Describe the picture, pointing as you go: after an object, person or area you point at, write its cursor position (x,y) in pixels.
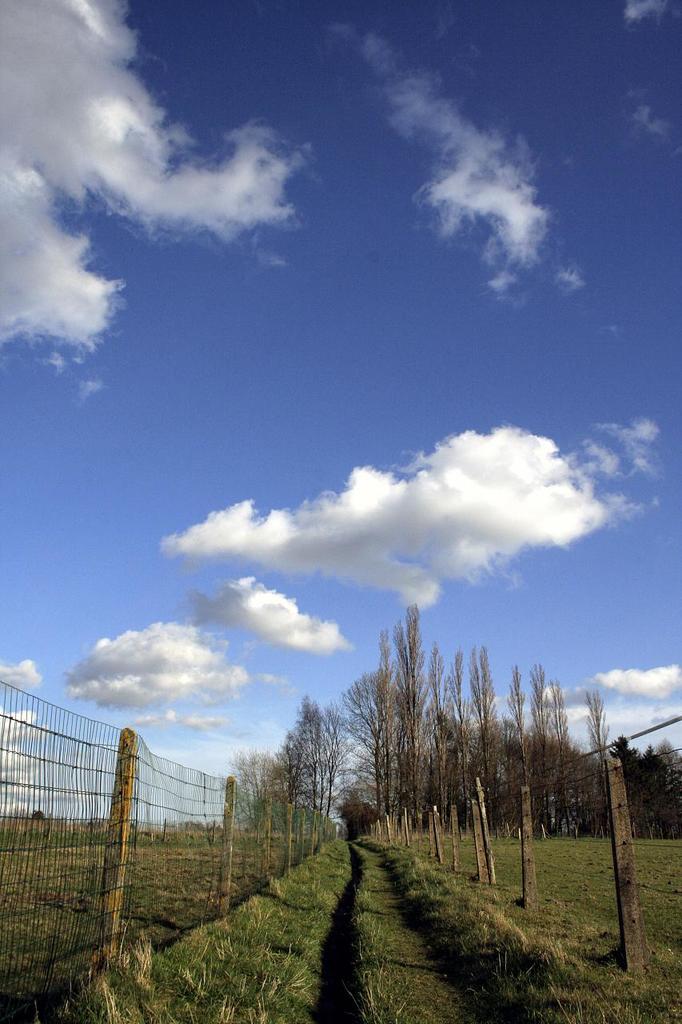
In this image I can see few dry trees (335,763), grass (199,910) and the fencing (630,909). The sky (338,572) is in blue and white color.
